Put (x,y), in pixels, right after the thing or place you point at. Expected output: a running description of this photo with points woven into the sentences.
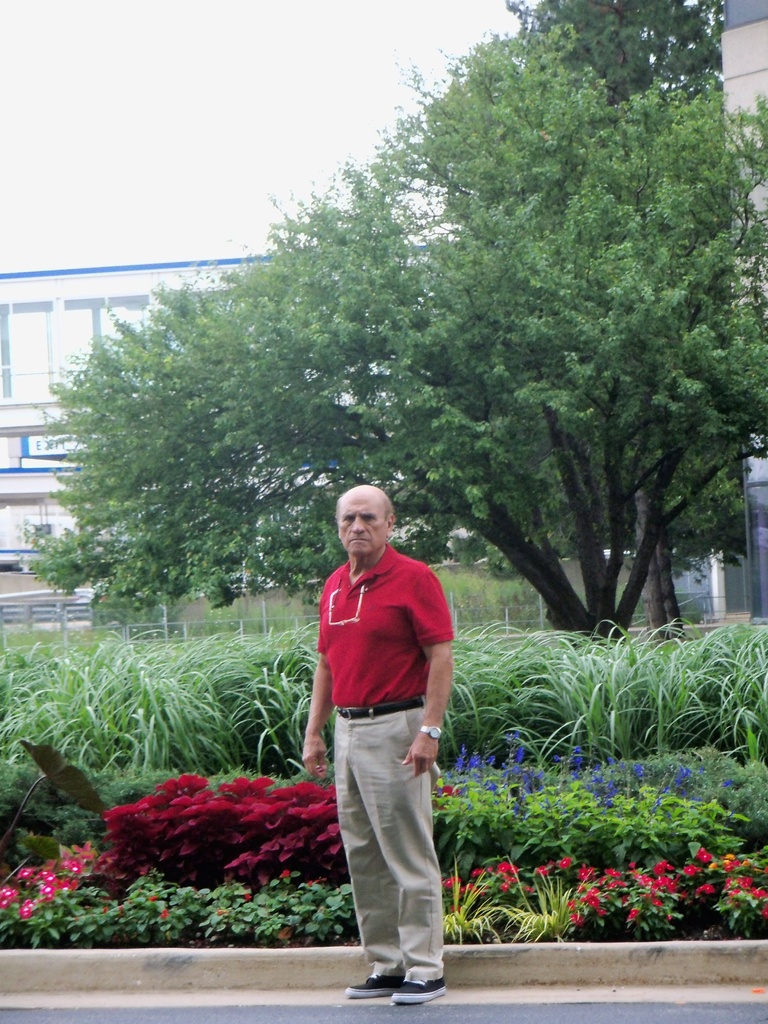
In this picture we can see a man (405,720) standing on the ground (333,993). At the back of him we can see flowers (609,807), plants (587,863), fence (14,629), trees (415,311), buildings (98,274) and the sky (224,226).
